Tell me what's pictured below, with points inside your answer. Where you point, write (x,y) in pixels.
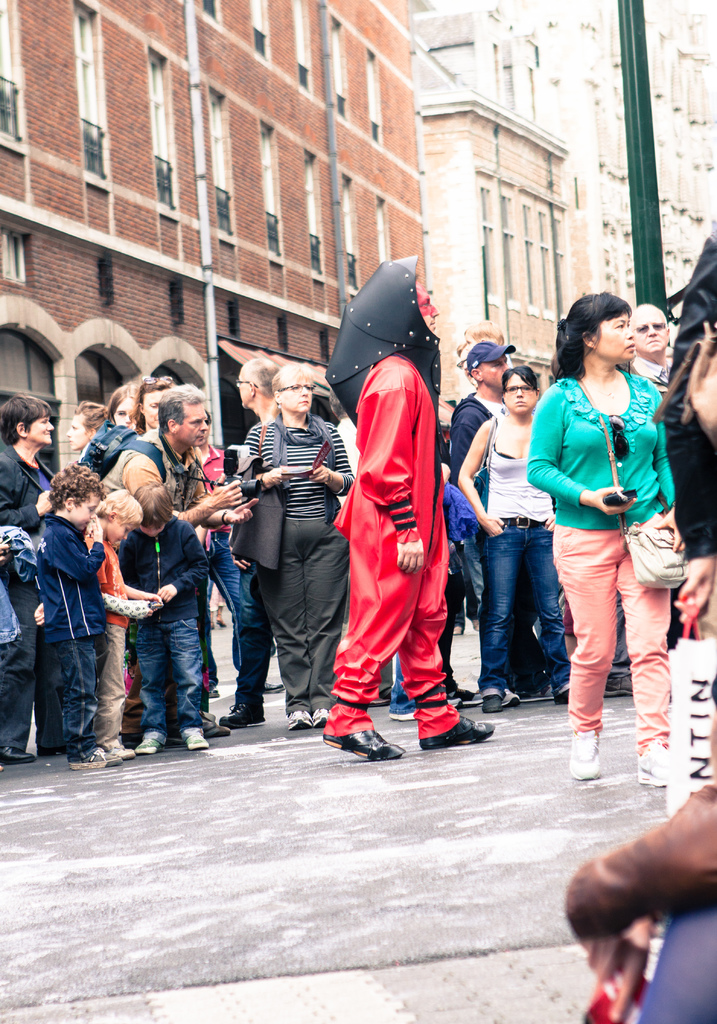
In this image there is a person (399,323) in a fancy dress (350,663) is standing on the road (223,688), and there are group of people (457,560) standing, and in the background (21,29) there are buildings (98,53).
